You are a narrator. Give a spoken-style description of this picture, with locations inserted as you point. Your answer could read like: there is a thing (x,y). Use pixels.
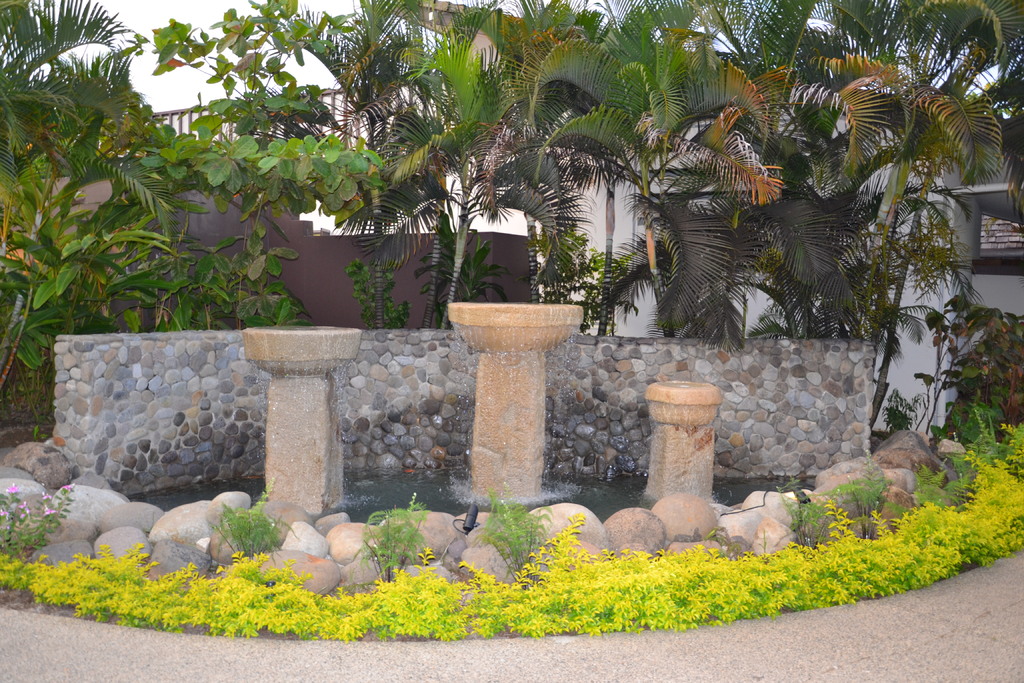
In this image I can see the ground (532,648), few plants (654,598) which are yellow and green in color, the water (390,477), few concrete poles (285,353), few rocks (345,539), the wall (163,432), few trees (690,294) and the building (638,224). In the background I can see the sky (212,7).
